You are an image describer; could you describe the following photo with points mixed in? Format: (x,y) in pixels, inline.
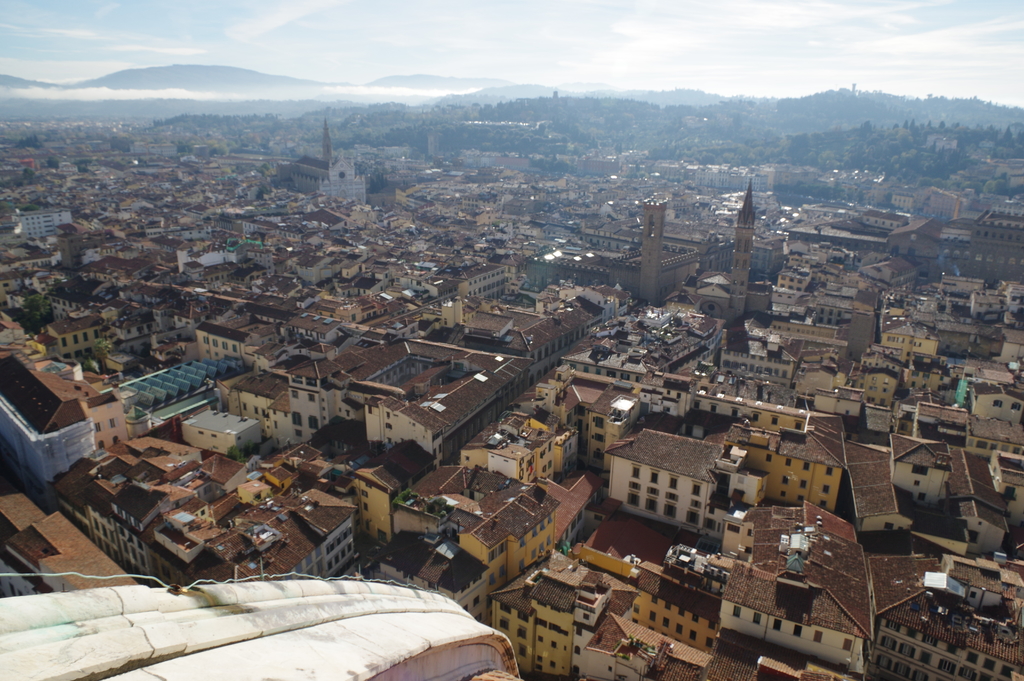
In this picture I can see number of buildings (317,256) and in the background (450,119) I can see number of trees (767,139), mountains (46,82) and the sky (562,43).
